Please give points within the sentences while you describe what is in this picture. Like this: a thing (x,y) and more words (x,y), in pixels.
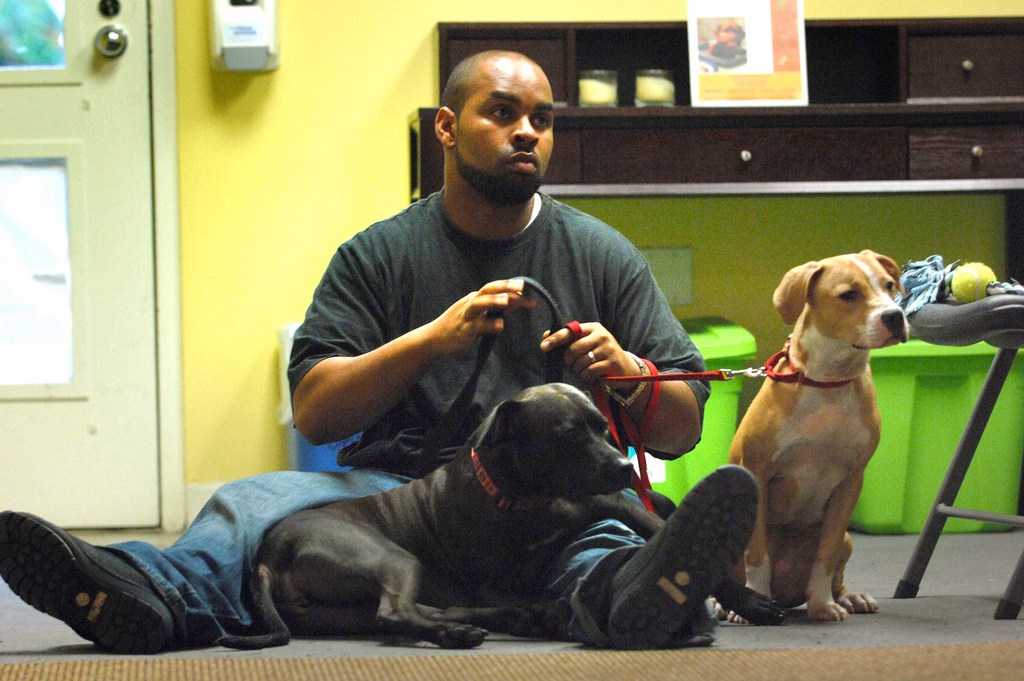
In the above picture there is a person (453,282) sitting on the floor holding the dogs (508,466). One dog (837,354) is brown in color which is right side (839,333) to the picture and the other dog (527,447) is black in color which is lying in front of the person (453,313). The person (411,271) is wearing a black t shirt (414,286) and a blue jeans (210,529) with black shoes (126,574) in the background of the picture (291,136) i could see a wall (305,110) which is yellow in color and a white door (86,153) and there is a sanitizer box (247,33). In the right side of the picture (717,192) in the background (634,48) there is a dark brown colored cabinet (865,149) in which is hanging to the wall (667,17). There is candle glasses (642,98) in the cabinets (619,92) and on the cabinet (682,73) there is a poster (780,12) which is stick to it. On the floor (789,631) there is brown colored carpet (706,656), and near the brown colored dog (857,383) there is chair (967,313), on that chair (995,303) i could see a yellow colored ball (963,280). Back of the person (671,320) there are three different boxes (717,341) two of them are green in color having a lid (743,349) on them and the other box (323,455) is blue in color.
